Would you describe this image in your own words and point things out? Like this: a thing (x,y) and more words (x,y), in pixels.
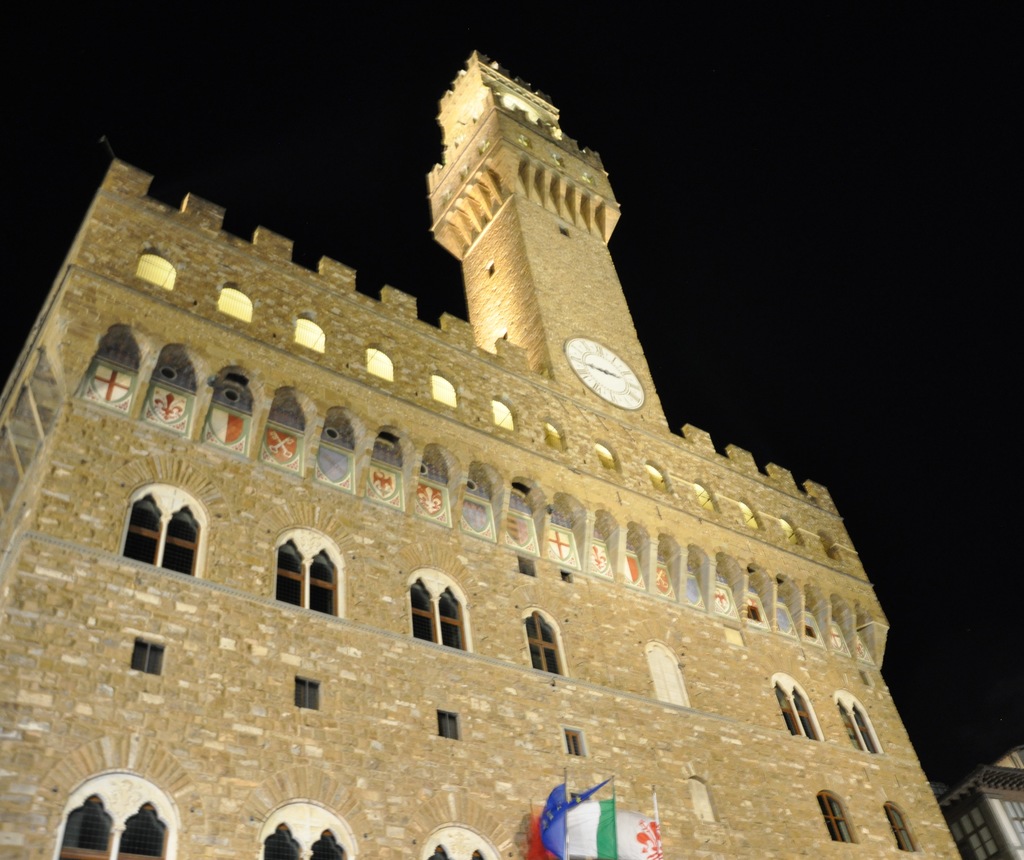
In the image we can see buildings (324,644) and these are the windows (155,552) of the building (453,609). There is even a clock (596,388) and the flags (603,820). We can even see the dark sky (805,212).
